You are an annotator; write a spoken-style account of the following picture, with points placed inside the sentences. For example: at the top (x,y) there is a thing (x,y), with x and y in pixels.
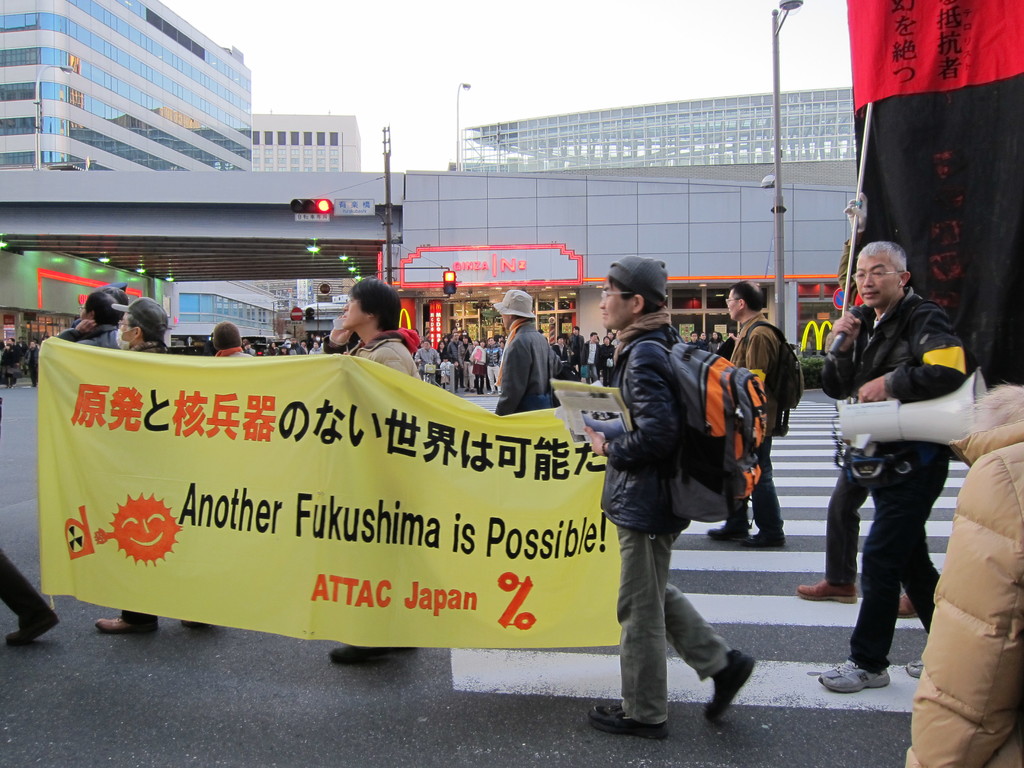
In this image in front (958,578) there are people (949,620) walking on the road (378,711) by holding the banners (496,421). Behind them there are a few other people (500,348) standing on the road (489,404). There are street lights (782,250), traffic lights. In the background of the image (622,173) there are buildings (475,137) and sky (498,3).
